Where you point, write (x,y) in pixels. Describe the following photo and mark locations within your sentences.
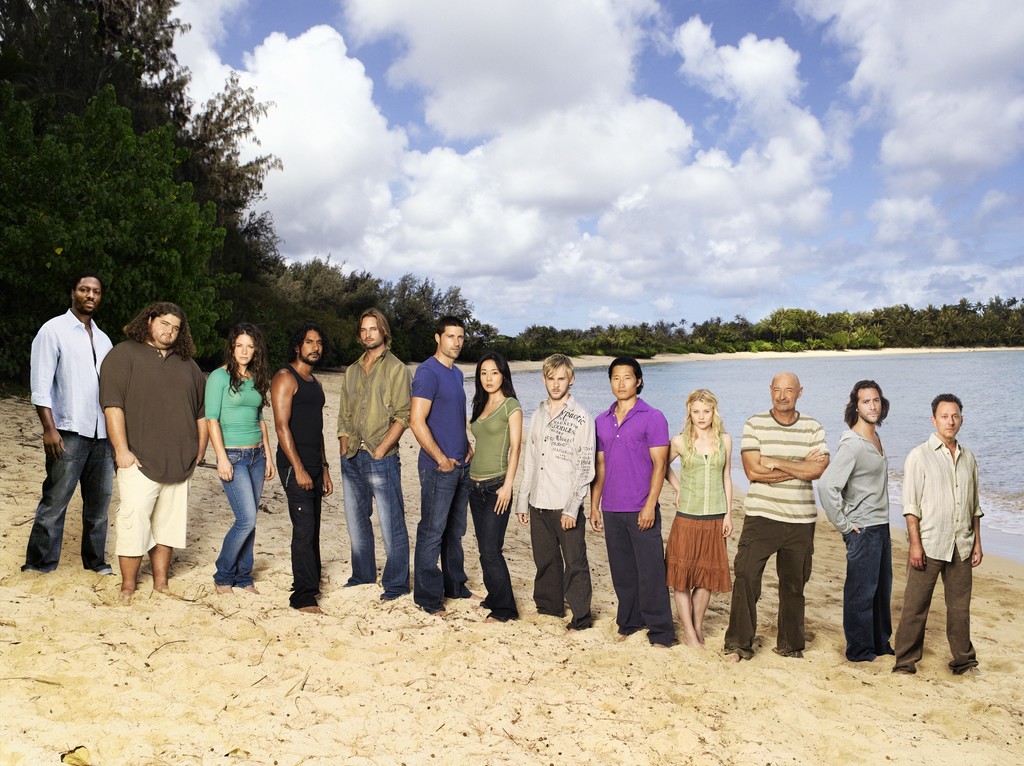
In this image we can see some group of persons (175,410) standing at the seashore (90,579) and in the background of the image (870,371) there is water (870,371), there are some trees (421,298) and cloudy sky (444,155).
